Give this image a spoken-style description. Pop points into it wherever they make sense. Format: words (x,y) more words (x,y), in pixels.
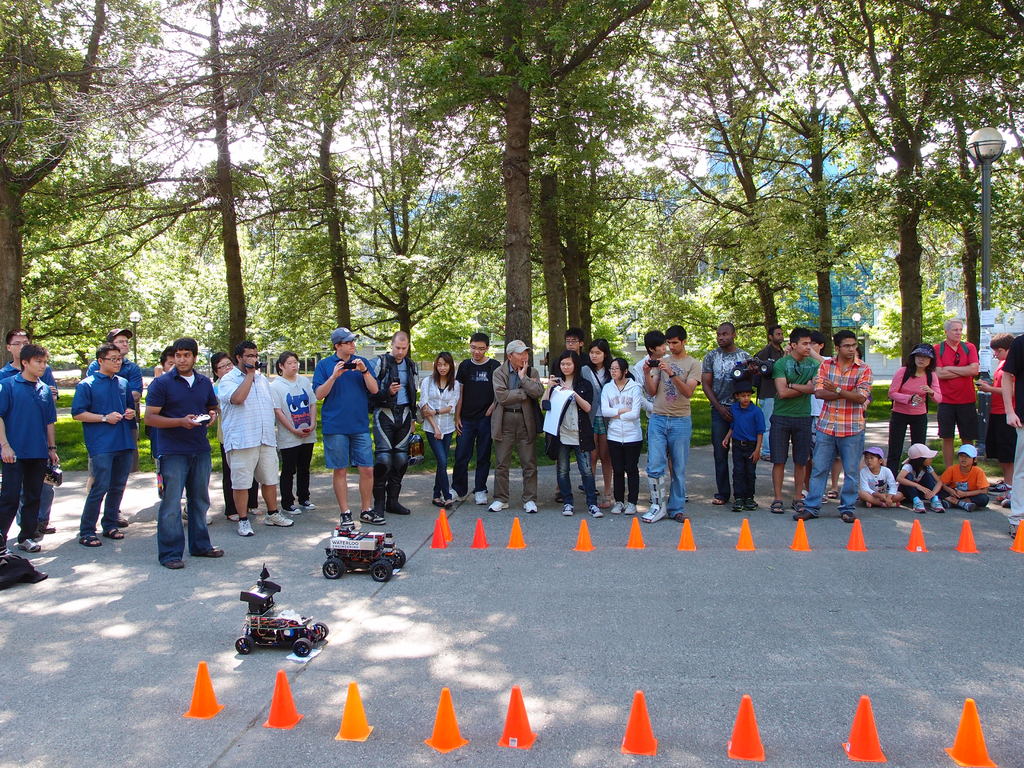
In this picture there are people (18,478) those who are standing in the center of the image (618,430) and there are two toy vehicles (258,643) and traffic cones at the bottom side of the image (325,559) and there are trees (578,103) and buildings (720,193) in the background area of the image (694,155) and there is a pole (984,301) on the right side of the image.
